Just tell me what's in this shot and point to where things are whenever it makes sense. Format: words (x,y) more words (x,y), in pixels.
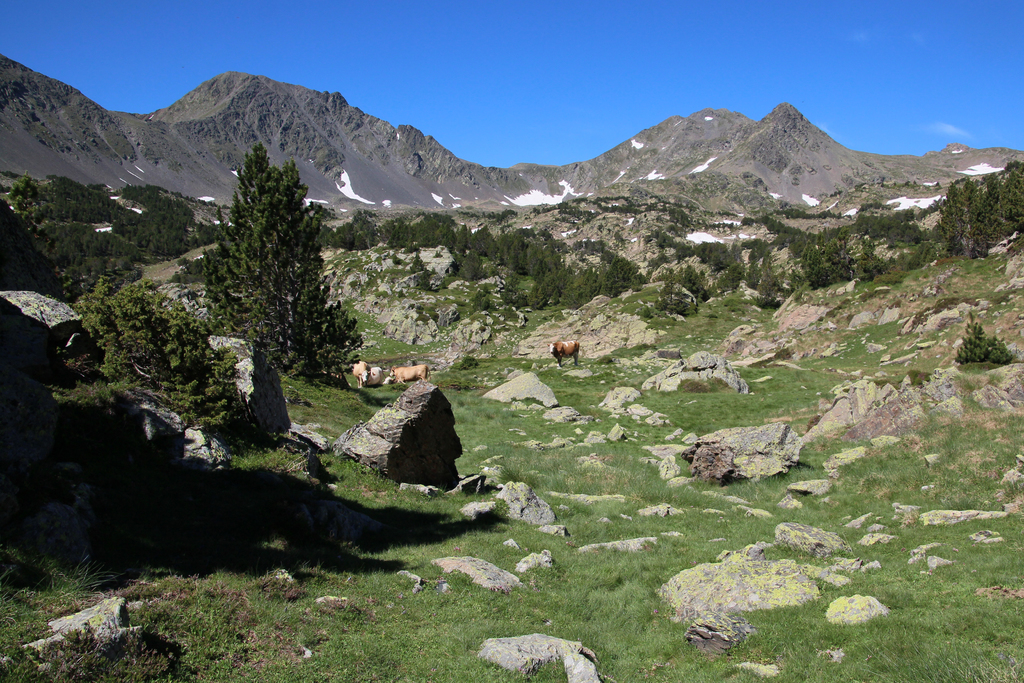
In this image we can see group of animals (396,374) standing on the ground (537,364). In the background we can see group of trees (303,309), mountains (702,176) and sky (448,117).
